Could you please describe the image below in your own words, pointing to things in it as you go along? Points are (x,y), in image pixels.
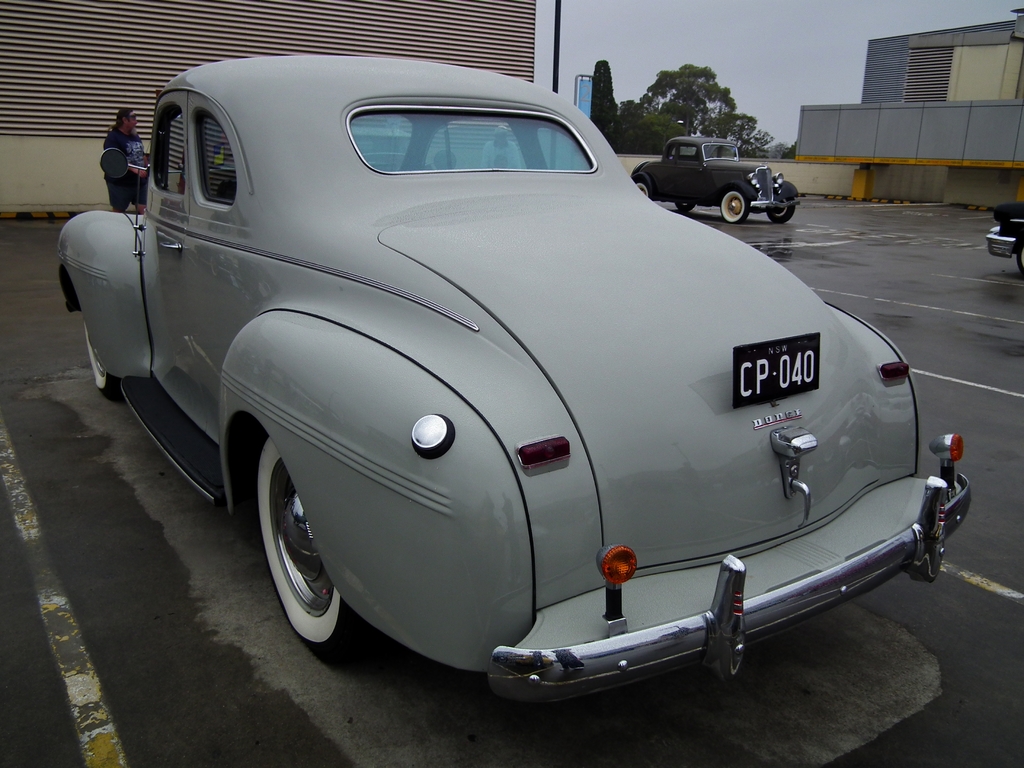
In this image we can see motor vehicles (706,305) and persons (139,149) on the road (79,482), shutters (373,41), poles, trees (699,110), buildings (936,89) and sky (677,45).
